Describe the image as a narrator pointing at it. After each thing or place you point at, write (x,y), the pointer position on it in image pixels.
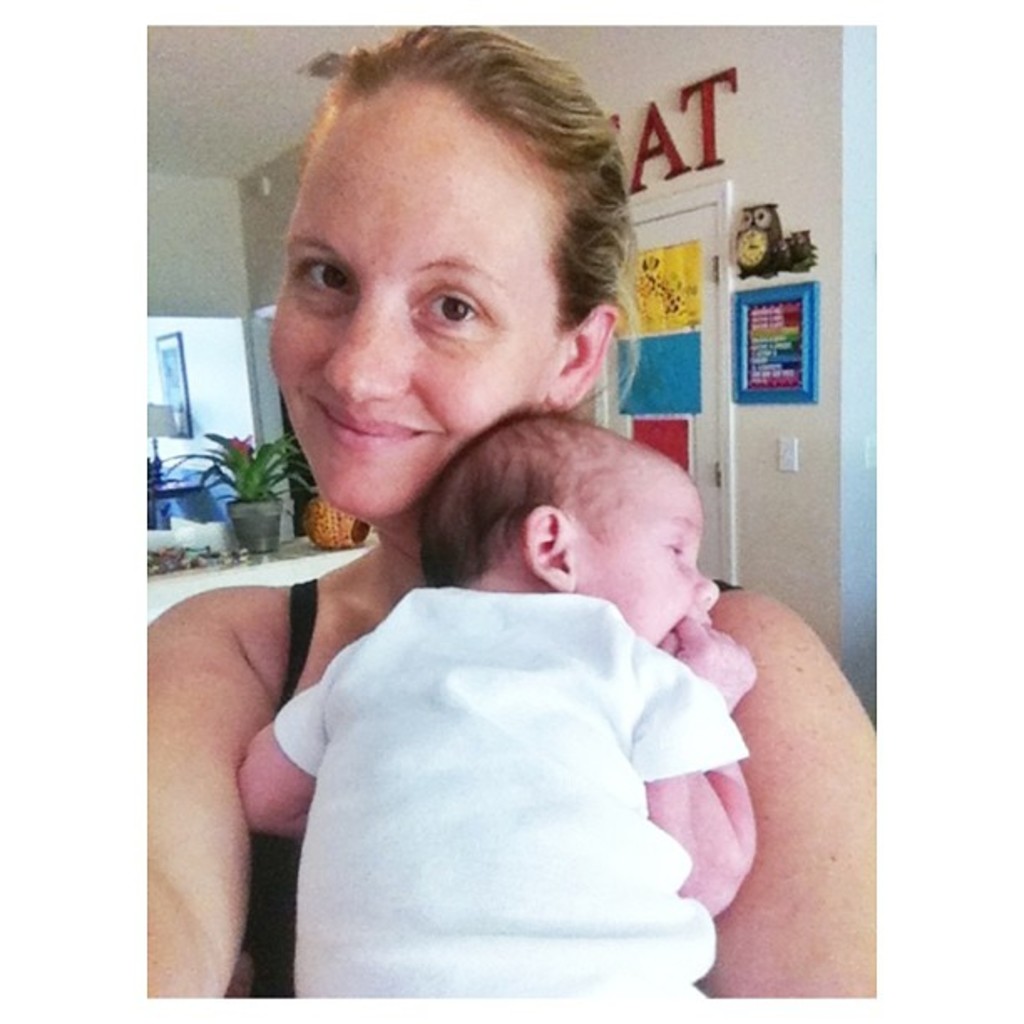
In this picture we can see a woman (276,628), baby (450,475), she is smiling and in the background (332,545) we can see a wall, house plant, photo frame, lamp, posters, door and some objects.
